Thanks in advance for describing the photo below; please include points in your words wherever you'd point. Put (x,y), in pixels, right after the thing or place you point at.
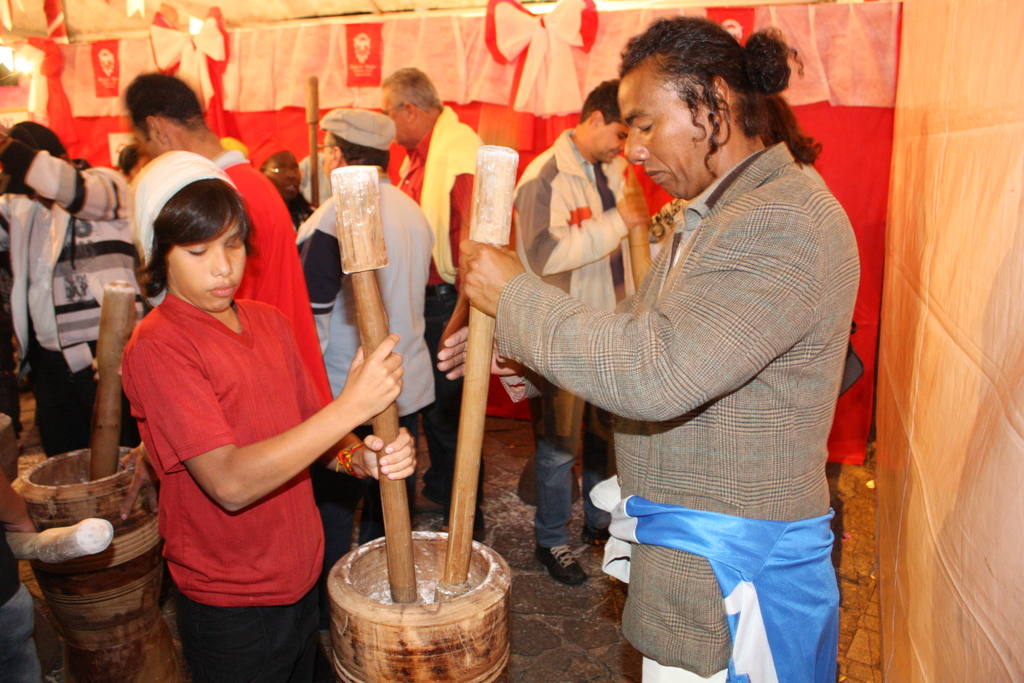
In this image I can see few persons (630,452) are standing and holding wooden sticks (469,406) in their hands (390,397). I can see few wooden objects (385,609) in front of them. In the background (312,42) I can see few clothes (278,57) which are white and red in color.
